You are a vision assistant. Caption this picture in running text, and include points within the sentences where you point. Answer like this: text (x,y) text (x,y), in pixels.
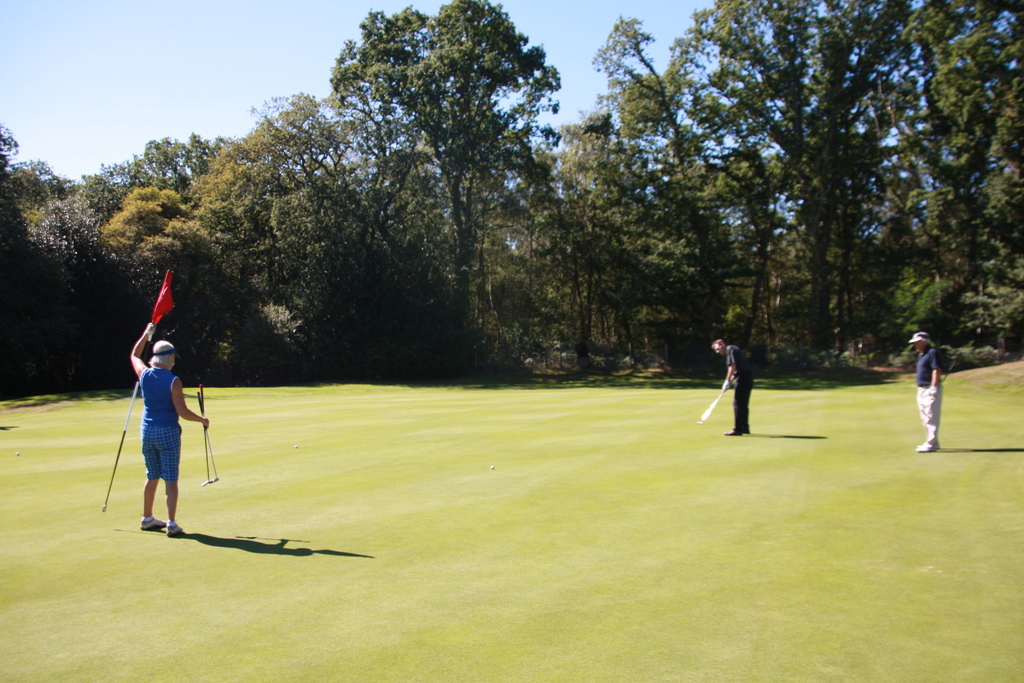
In this image we can see people (738,377) standing. In the background of the image (379,305) there are trees (479,225). There is sky (263,89). At the bottom of the image (459,571) there is grass (470,566).
